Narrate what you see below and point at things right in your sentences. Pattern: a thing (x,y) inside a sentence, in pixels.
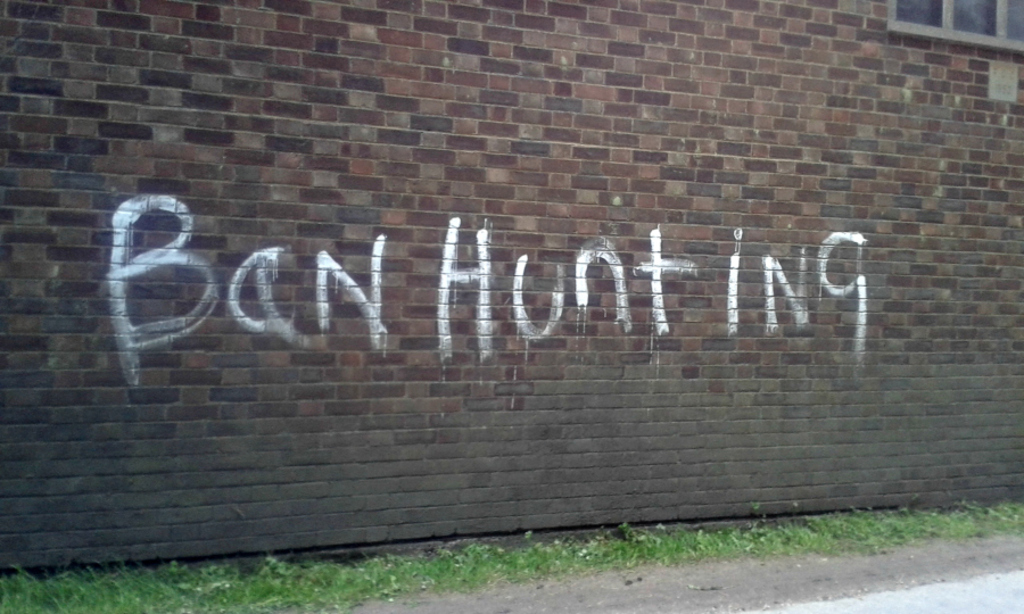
In this image in the center (389,337) there is a building (560,83) and wall (578,299), on the wall (669,318) there is some text (264,318) and at the bottom (930,544) there is a walkway (932,542) and some grass (131,568).
